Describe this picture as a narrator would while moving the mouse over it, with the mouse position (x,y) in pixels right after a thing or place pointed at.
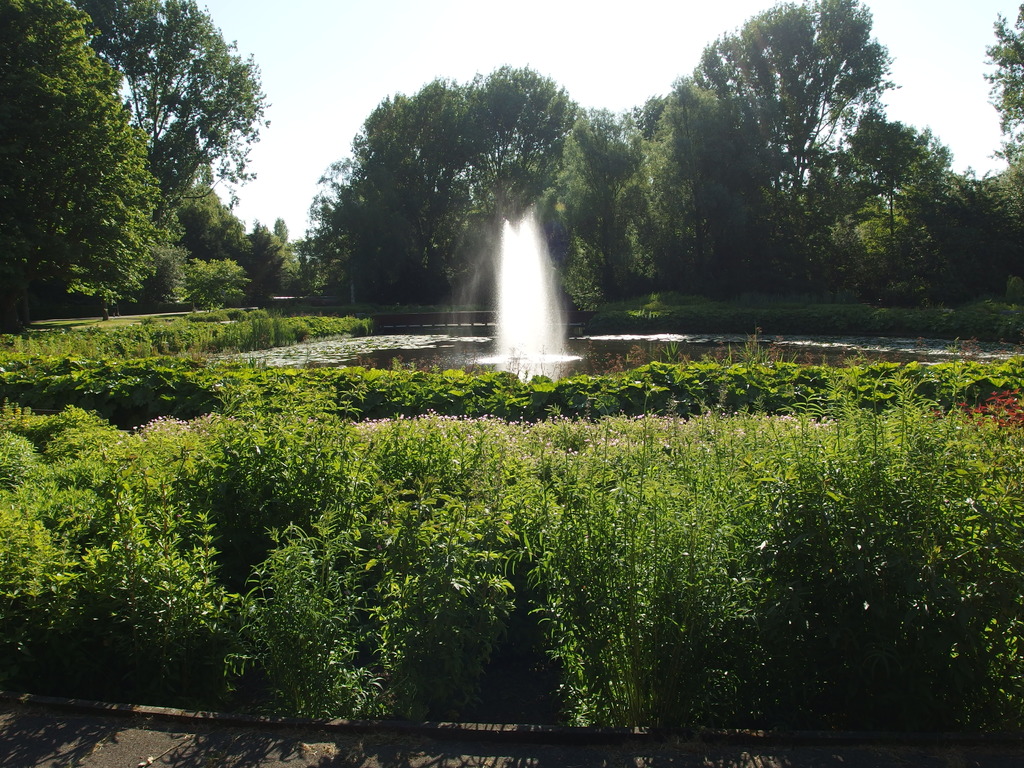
In the center of the image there is a fountain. In front of the image there is a road (359,757). There are plants (492,509). In the background of the image (504,209) there are trees (535,149) and sky (534,26).
